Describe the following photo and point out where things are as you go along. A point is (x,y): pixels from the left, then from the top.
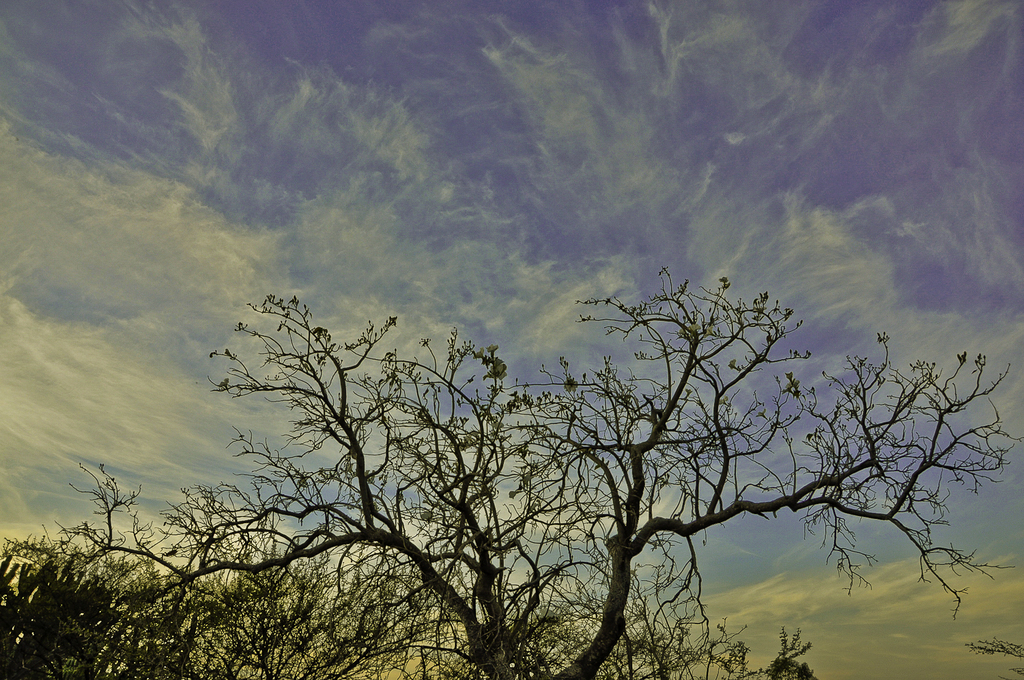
In this image, we can see some trees (697,657) and the sky (366,43) with clouds (91,444).
